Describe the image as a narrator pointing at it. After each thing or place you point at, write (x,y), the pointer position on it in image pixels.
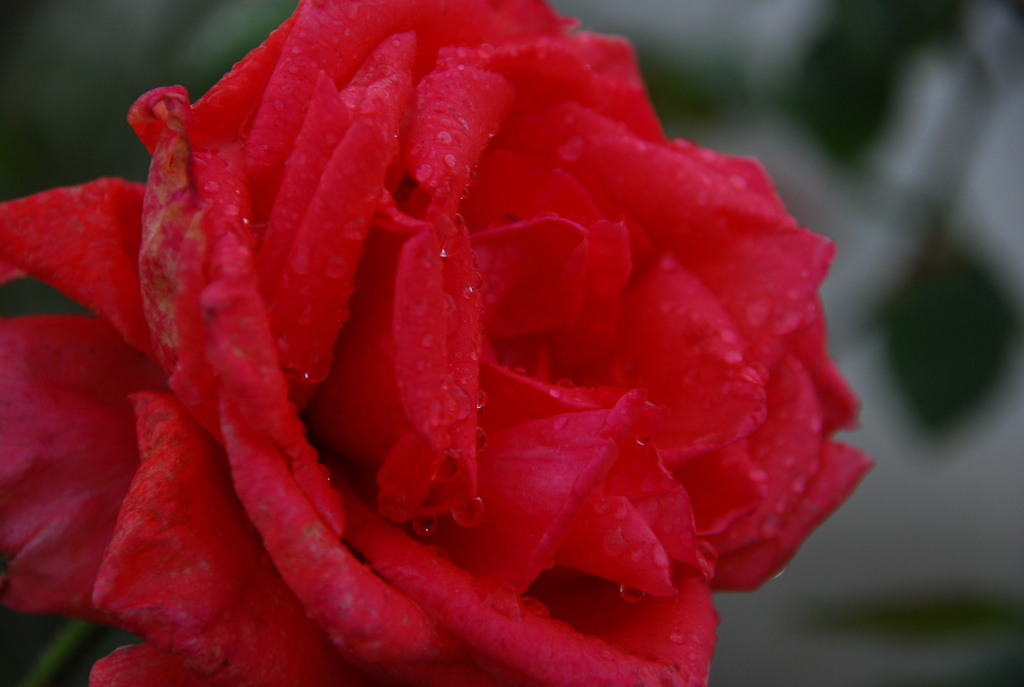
In the picture I can see a red rose (622,364).
